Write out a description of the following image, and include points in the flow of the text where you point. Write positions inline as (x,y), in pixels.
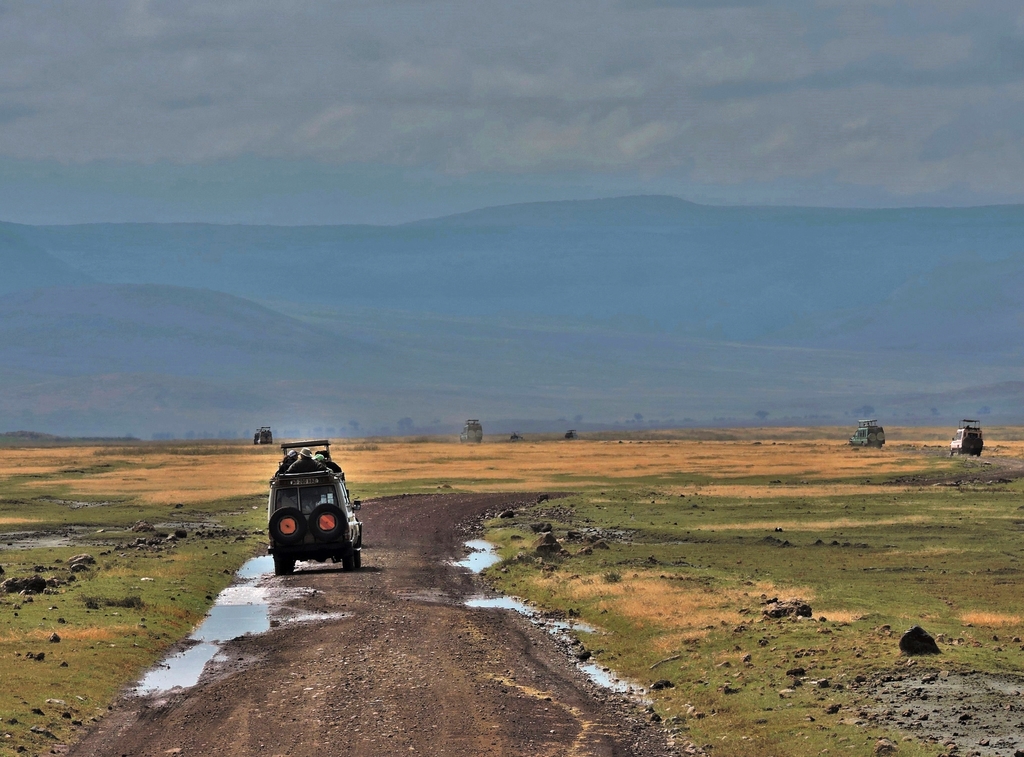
In this picture I can see vehicles (316,535) on the road (431,559). In the background (500,324) I can see mountains (457,329) and the sky (326,91). Here I can see grass (191,605) and water (267,560).
